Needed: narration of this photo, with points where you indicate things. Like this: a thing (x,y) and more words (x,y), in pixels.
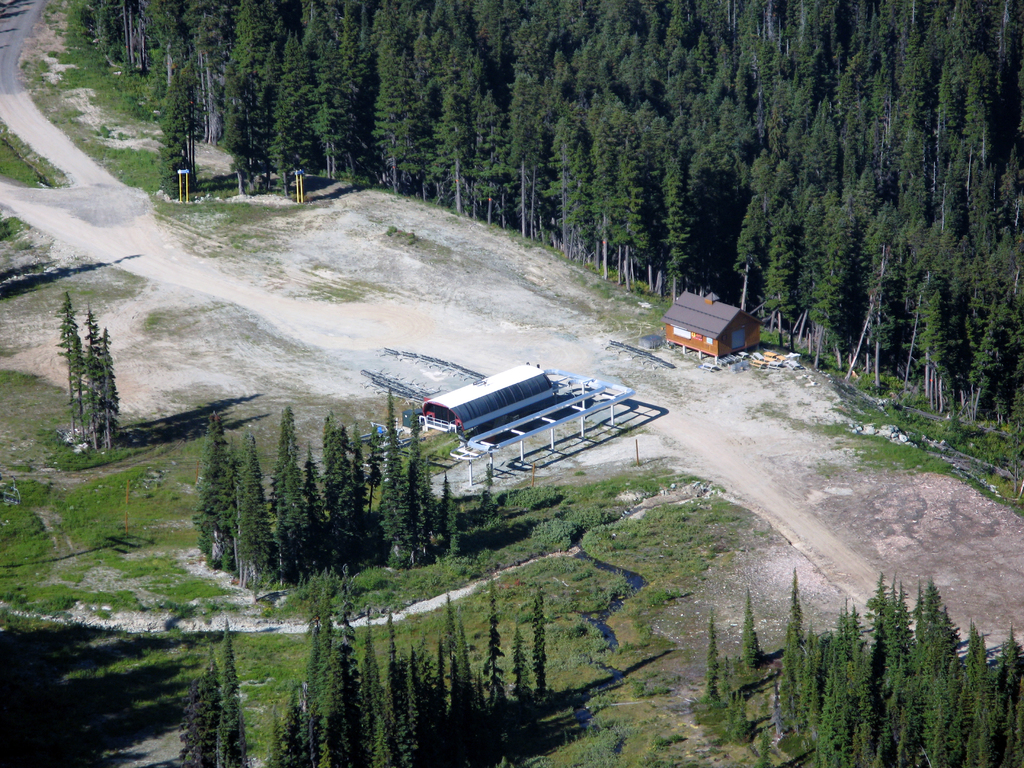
In this image I can see the ground (358,243), some grass (51,23), few buildings (528,403), few trees (524,44) which are green in color, few poles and the road (50,140).
